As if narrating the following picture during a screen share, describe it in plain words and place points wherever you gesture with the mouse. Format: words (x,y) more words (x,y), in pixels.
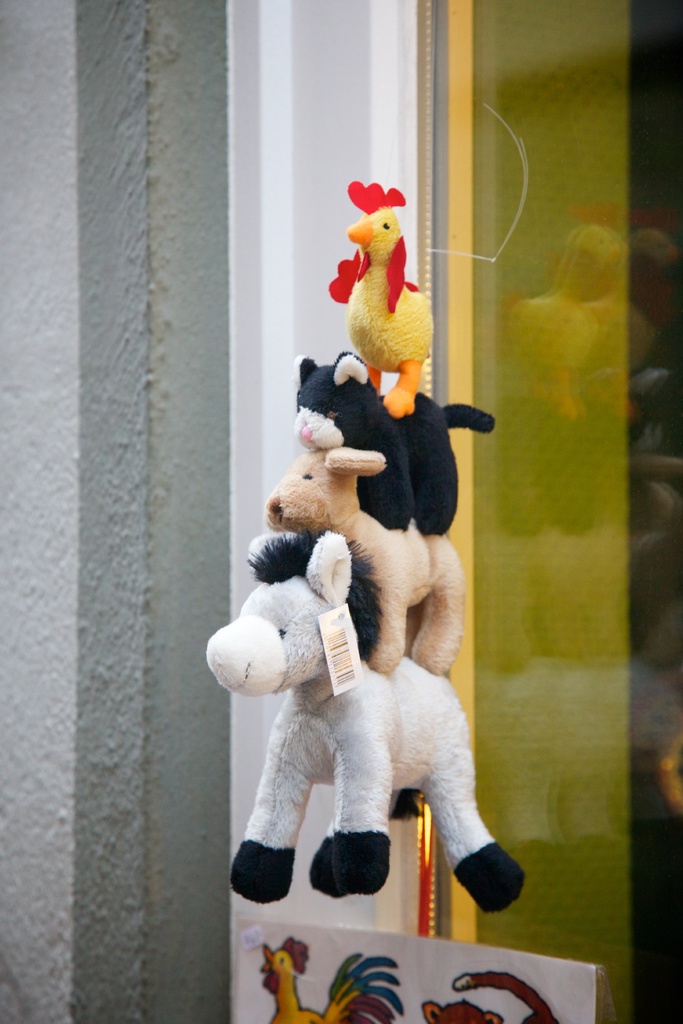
In this image in the foreground (373,319) we can see there are toys (484,428) one after the others.
